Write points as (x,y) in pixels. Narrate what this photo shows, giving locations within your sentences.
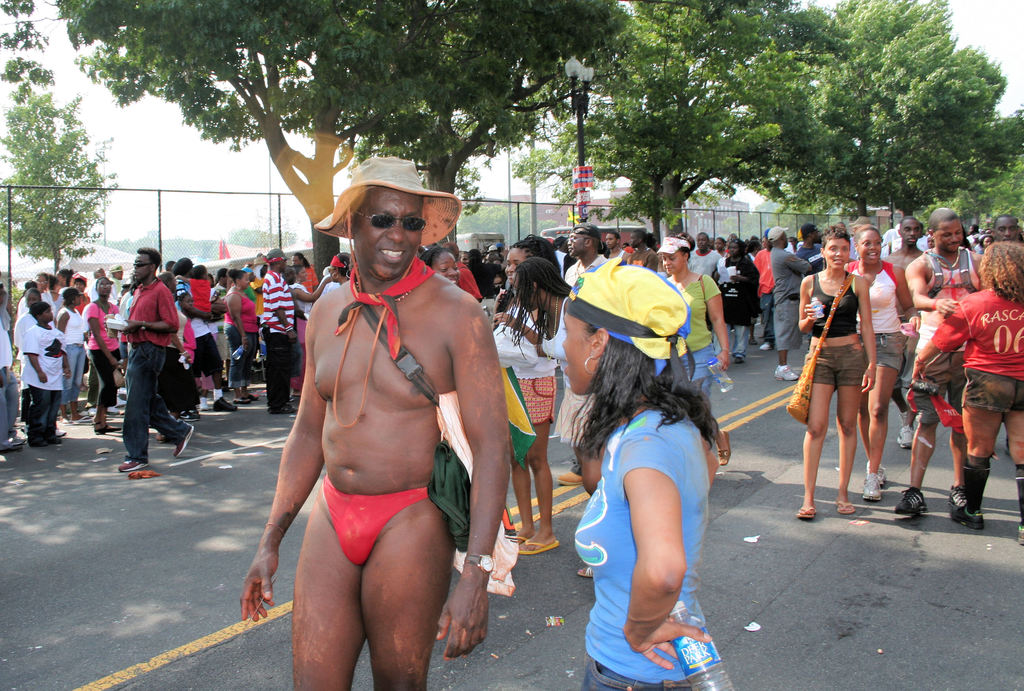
In this image we can see many persons (425,321) on the road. In the background (248,157) we can see trees (16,165), fencing (137,214) and sky (182,141).
